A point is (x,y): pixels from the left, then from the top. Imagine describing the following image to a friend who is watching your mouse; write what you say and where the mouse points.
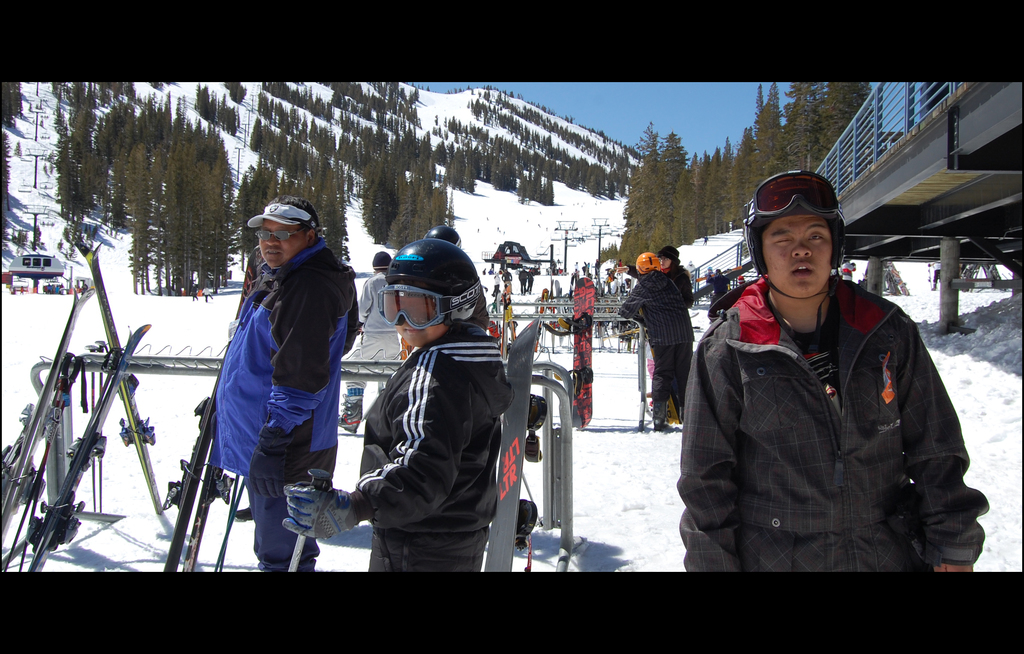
in this picture there are trees (154,200) and ice (166,325) on the ground (170,312), here is a person (299,317) wearing a jacket (269,421) and gloves (269,468), here is a person (455,367) wearing glasses (420,297) and holding a stick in his hand (338,507). and there are group of people (649,294). and the sky (654,102) is clear, and here is the metal rod (837,152) and here is the staircase (726,258), and a person (793,412) wearing a jacket (772,463) and standing.
